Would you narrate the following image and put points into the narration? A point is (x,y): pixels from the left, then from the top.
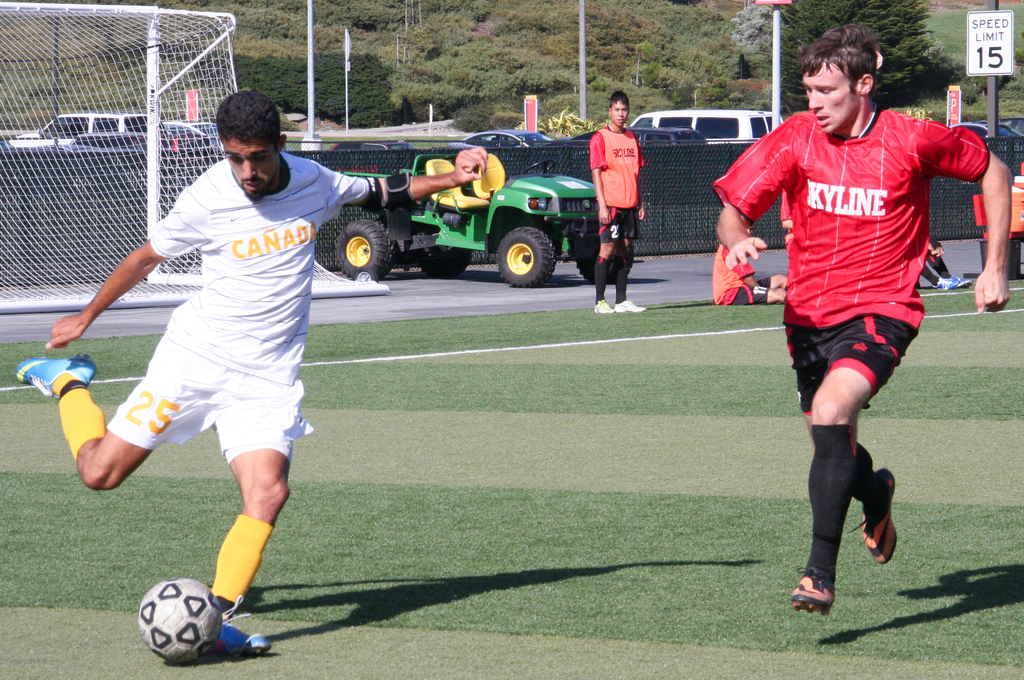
In this image I can see a person (242,311) wearing white jersey (240,313) and another person (824,263) wearing black and red color jersey (832,260) are playing on the ground (724,465). I can see a ball (177,602) on the ground (142,564). In the background (150,215) I can see the net (105,136), few persons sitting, a person (624,280) standing, few vehicles (568,242) on the ground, few trees (497,95), few white colored poles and the hill (606,56).
